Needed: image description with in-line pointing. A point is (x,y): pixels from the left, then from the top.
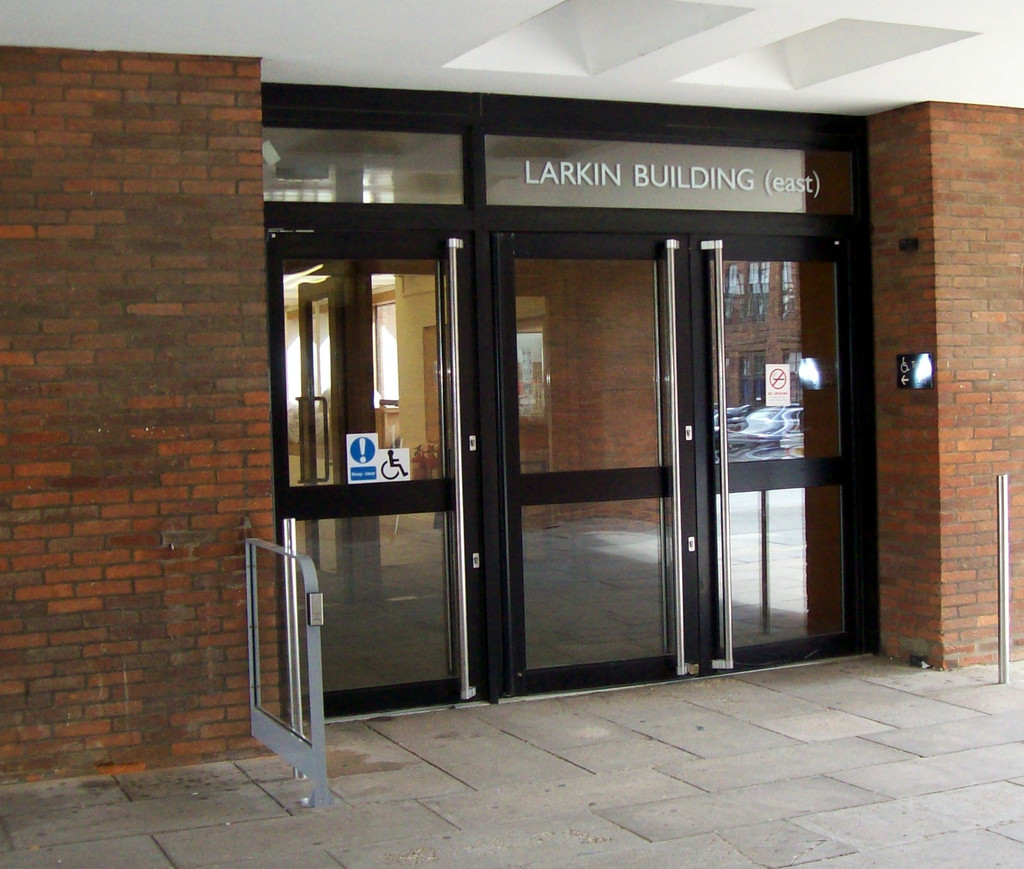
In this picture I can see there is a glass door (435,575) and there is a brick wall (83,310) into left and right. There are few labels (392,461) pasted on the door (760,396).
